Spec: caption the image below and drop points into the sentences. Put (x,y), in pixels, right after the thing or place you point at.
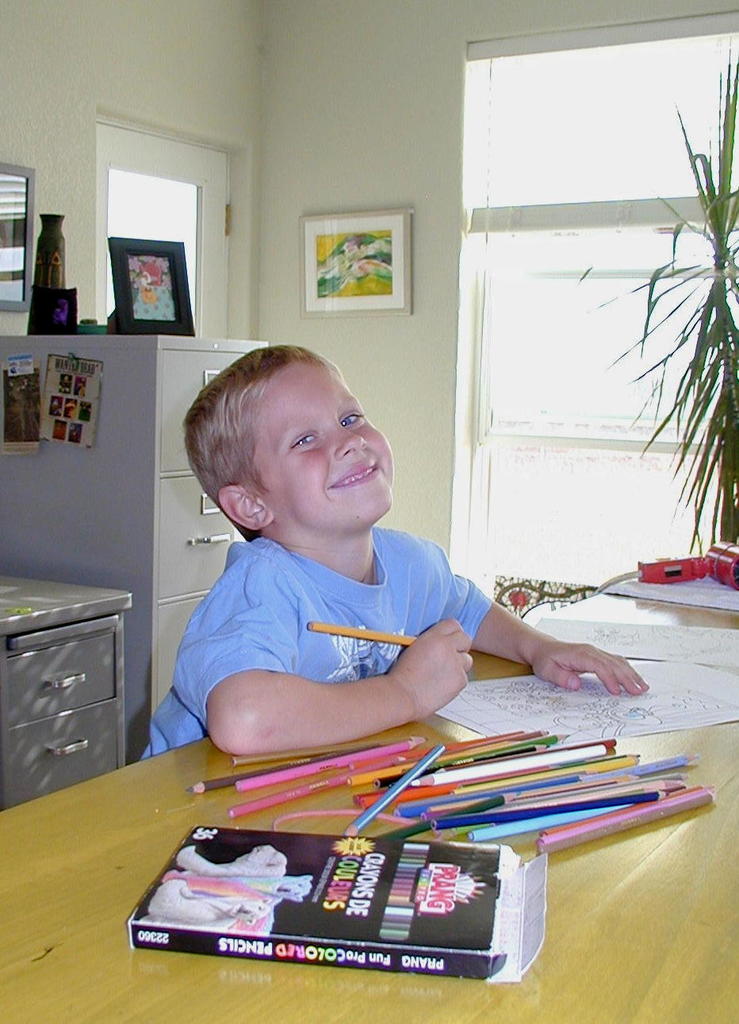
In this image I can see a kid (342,459) is sitting on a chair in front of a table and smiling. I can also see there are few pencils (465,816), a box (413,915) on the table (561,954).
